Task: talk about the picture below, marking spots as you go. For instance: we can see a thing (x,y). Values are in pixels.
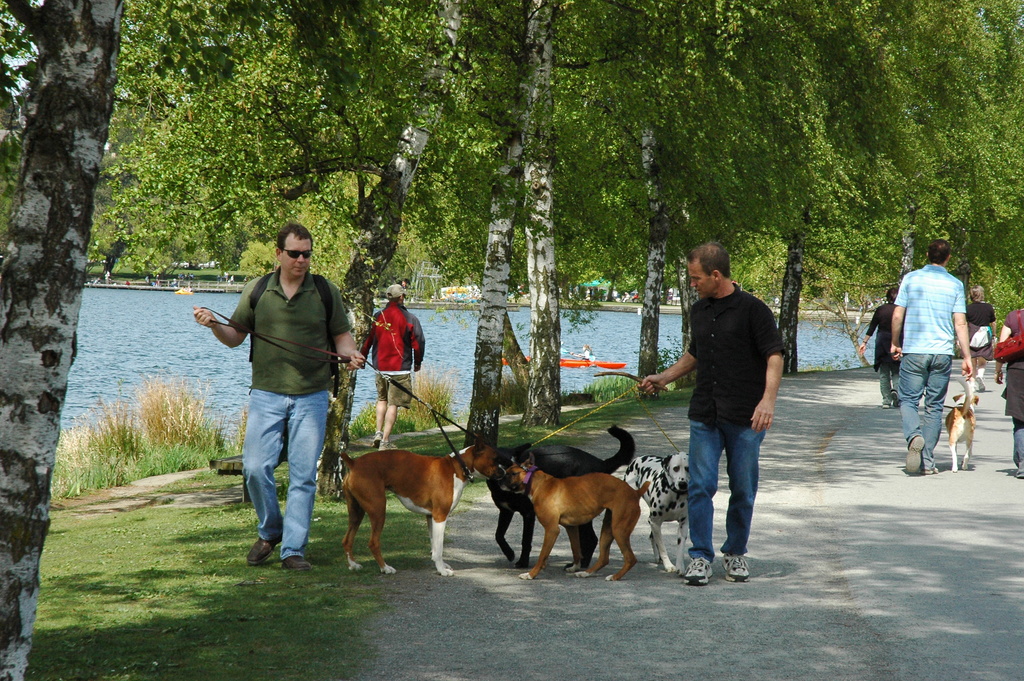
In this image there are some persons (963,349) who are walking, and they are holding some belts (438,414) and also we could see some dogs (622,507). At the bottom (801,573) there is road (847,573) and grass (212,593) and, in the background (161,296) there is one beach (521,320). In that beach (568,351) there is one boat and also we could see some trees (706,138).
